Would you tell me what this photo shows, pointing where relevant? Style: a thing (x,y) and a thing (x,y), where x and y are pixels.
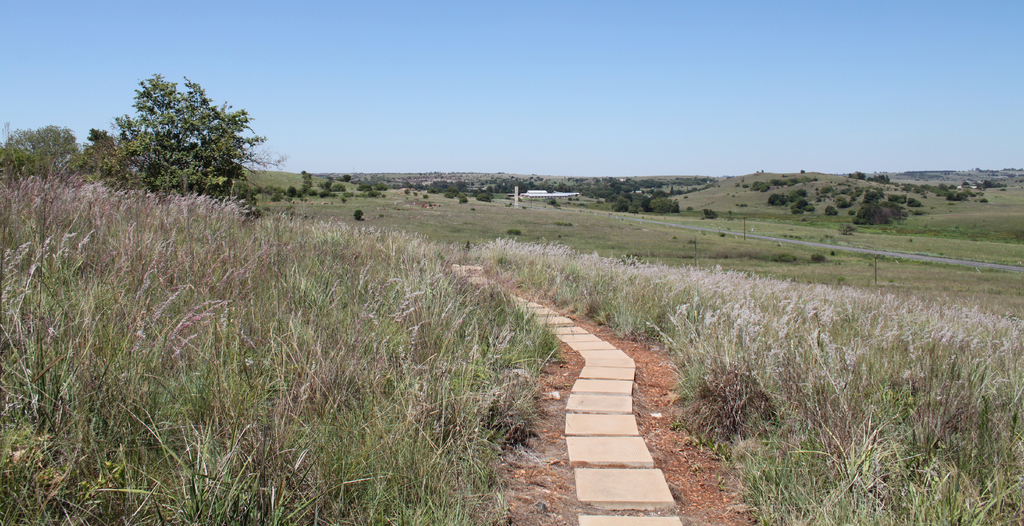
In this image I can see the path (606,461), few rocks (602,481) on the path (573,356), few plants (408,353) on both sides of the path (601,353) which are green, brown and cream in color. In the background (222,177) I can see few trees (597,197), a white colored building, few poles (517,194) and the sky (606,104).
